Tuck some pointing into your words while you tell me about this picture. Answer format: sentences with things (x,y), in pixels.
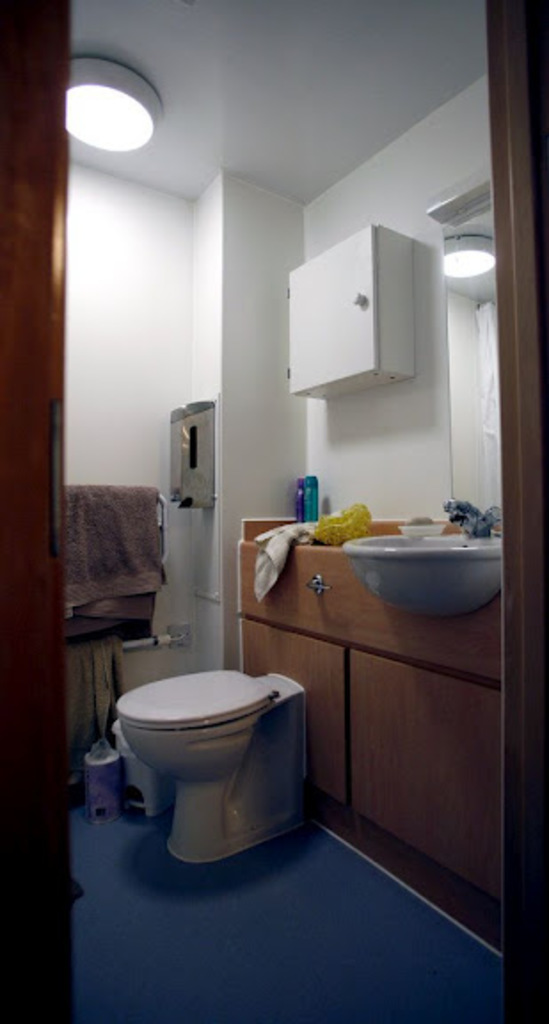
In this image we can see a bathroom (182,829) containing a paper roll (110,780), toilet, stool (131,801), towel (133,596) to a towel rack (134,646) and a door (36,553). On the right side (439,590) we can see a bottle (303,486), napkin (312,530), scrub (322,528), sink (360,549) and a tap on the cupboard (398,652). We can also see a mirror (474,458), roof (211,140) and a ceiling light (99,138).
